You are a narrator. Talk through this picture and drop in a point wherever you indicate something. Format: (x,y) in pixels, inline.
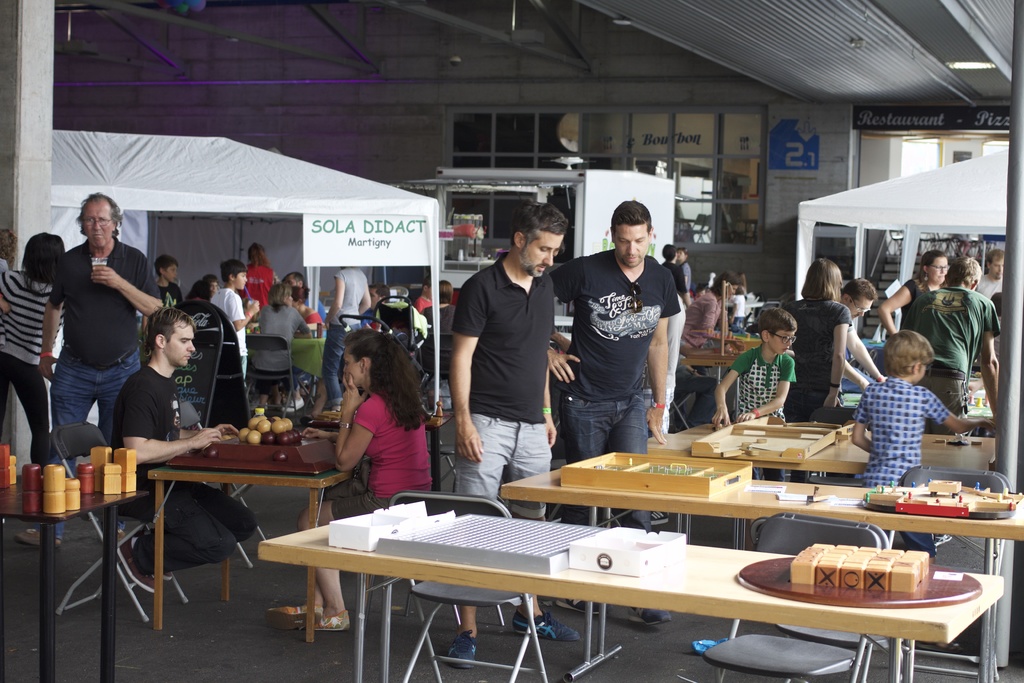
In this picture there are some people (355,346) standing and some of them are sitting. In front of them there is a table (287,475). On the table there are some items (281,441). To the right of corner there is a tent (873,184). And we can see window (607,143) with glasses (547,142). And a name board (376,241). Toys (663,475) and boxes (632,483) on the table (314,520).
